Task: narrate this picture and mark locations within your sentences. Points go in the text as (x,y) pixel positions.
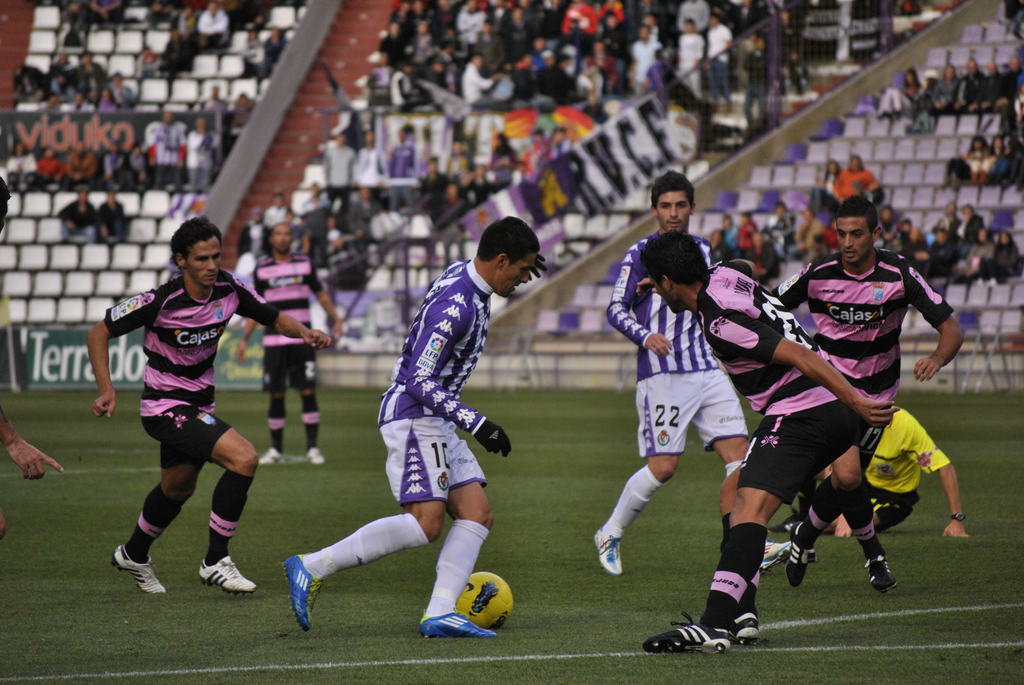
A group of people (2,202) are playing the foot ball, middle a person (522,243) is trying to kick the football (499,605). He wore a purple color and white color dress (456,407), blue color shoes (298,617).
